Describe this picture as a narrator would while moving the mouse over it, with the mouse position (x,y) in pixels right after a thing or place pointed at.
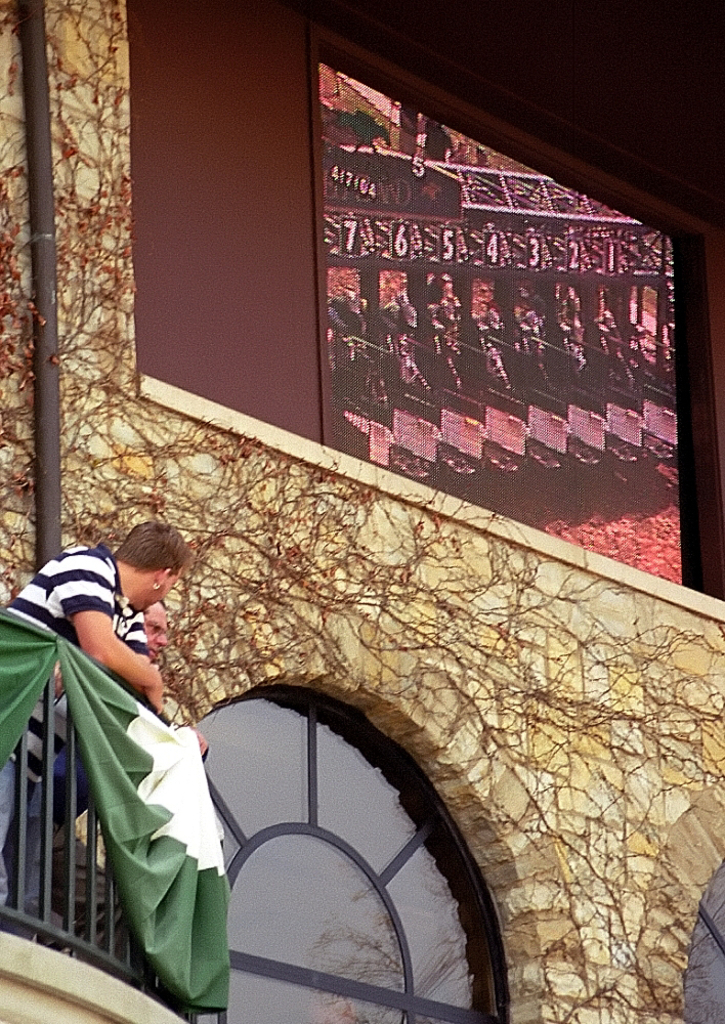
In this picture we can see two people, here we can see a pole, wall (172,685) and some objects (648,560).
